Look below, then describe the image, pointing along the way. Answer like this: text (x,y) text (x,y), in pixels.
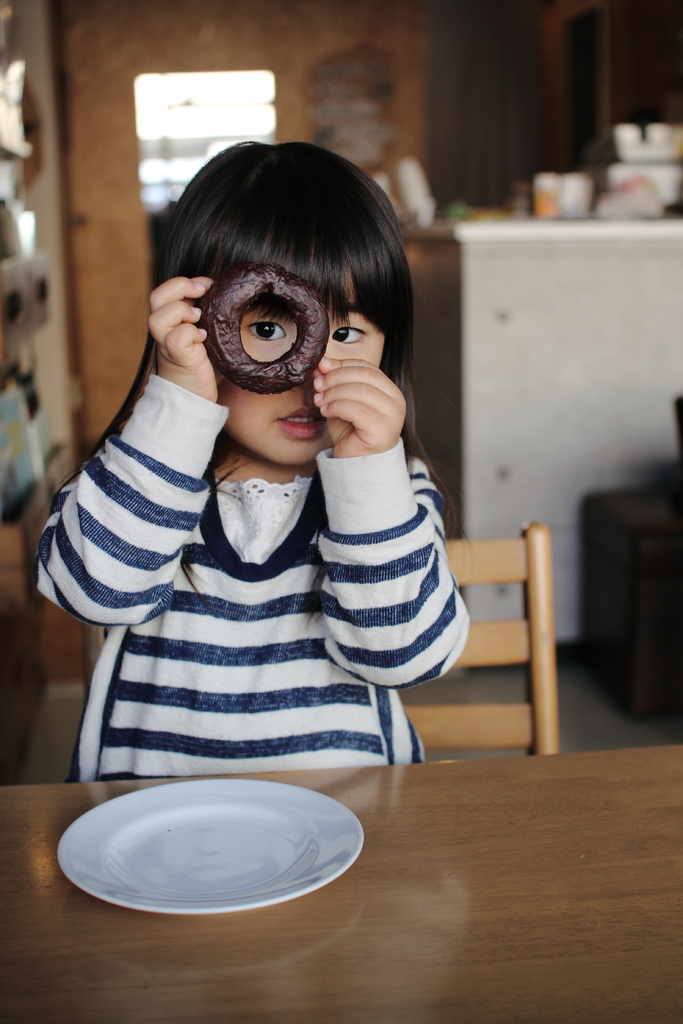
in this image i can see a plate (342,871) on the table (436,857). there is a girl (340,699) sitting on the chair (462,718) holding a donut (250,385) in her hand (198,372).
